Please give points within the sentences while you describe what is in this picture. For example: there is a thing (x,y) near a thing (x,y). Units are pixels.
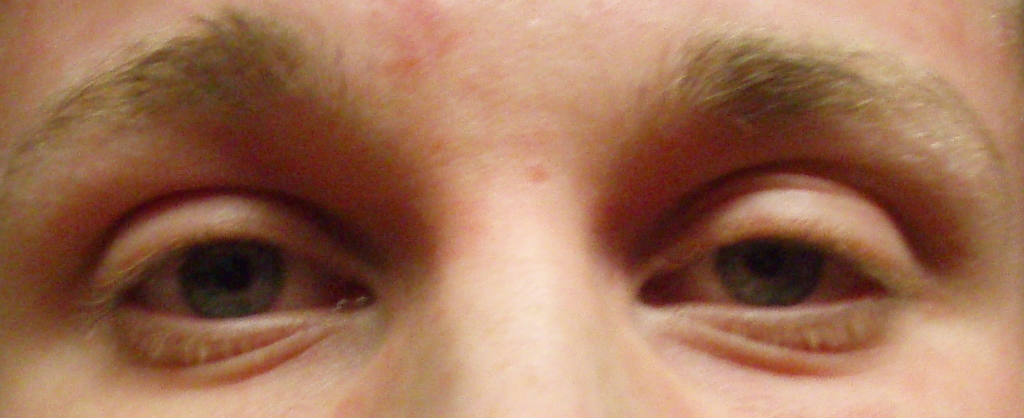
In this image, we can see a human eyes (826,261), eyelashes (827,258) and eyebrows (864,100).
